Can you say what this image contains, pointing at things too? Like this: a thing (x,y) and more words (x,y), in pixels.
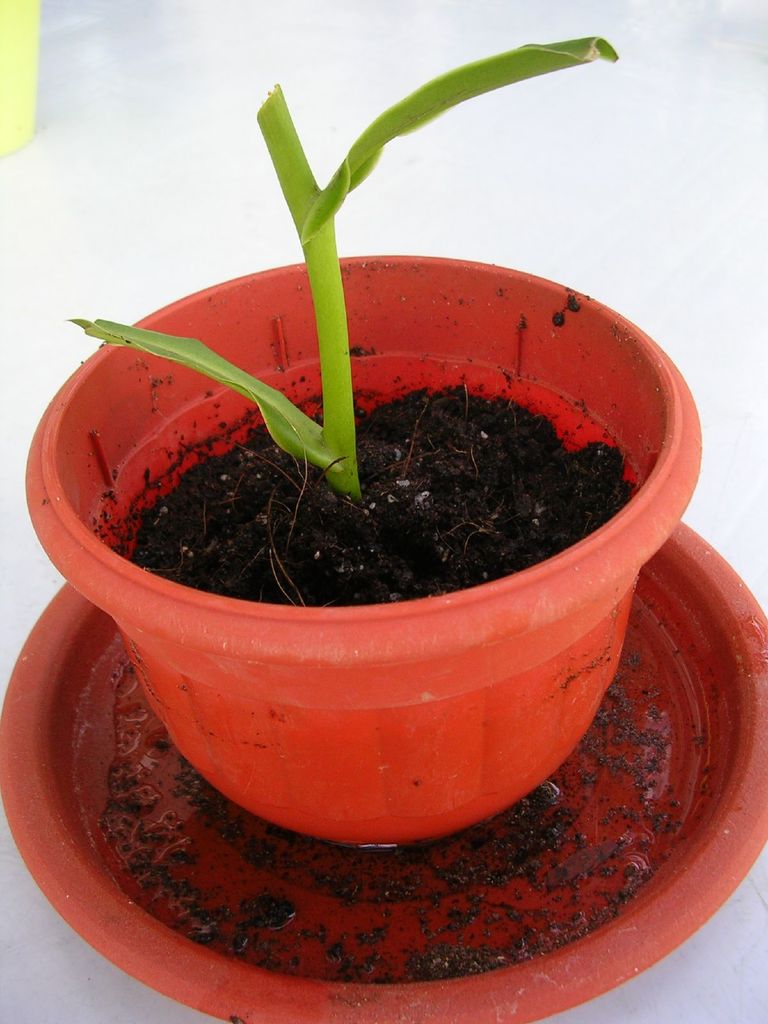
In this picture I can see a plant (355,469) and soil (376,468) in a bowl (491,618), on the plate (612,705), and in the background (180,209) there is an item (15,114), on the object (177,67).
